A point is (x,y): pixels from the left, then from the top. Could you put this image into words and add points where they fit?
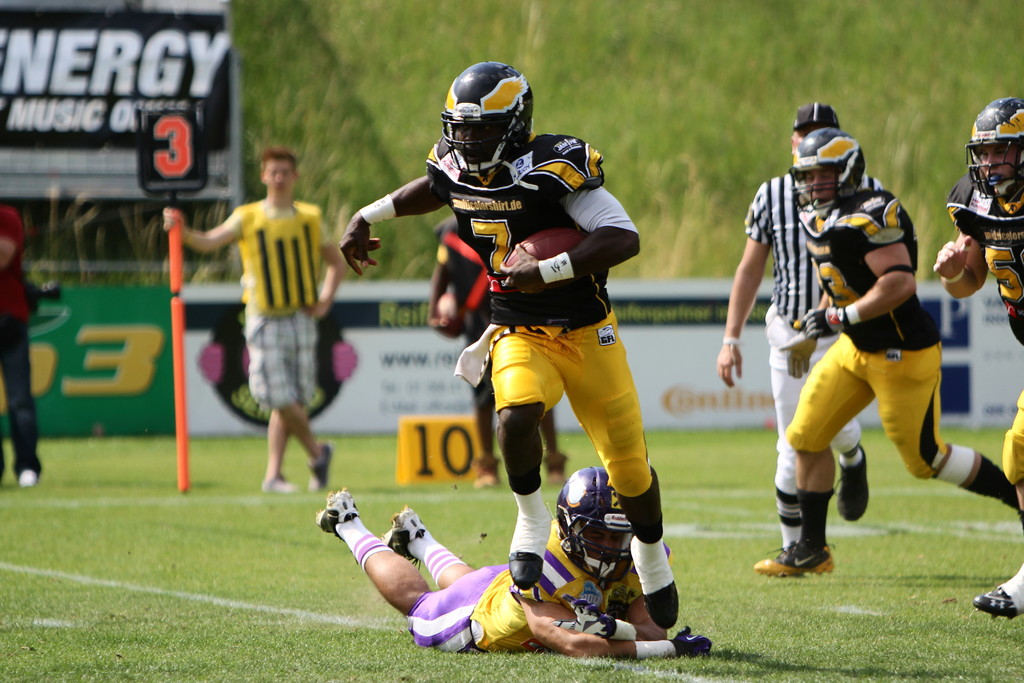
In this image I can see group of people (370,540) playing game. In front (622,444) the person (616,432) is wearing black and yellow color dress (586,418). In the background (97,293) I can see few boards (423,381) and grass (759,166) in green color.
